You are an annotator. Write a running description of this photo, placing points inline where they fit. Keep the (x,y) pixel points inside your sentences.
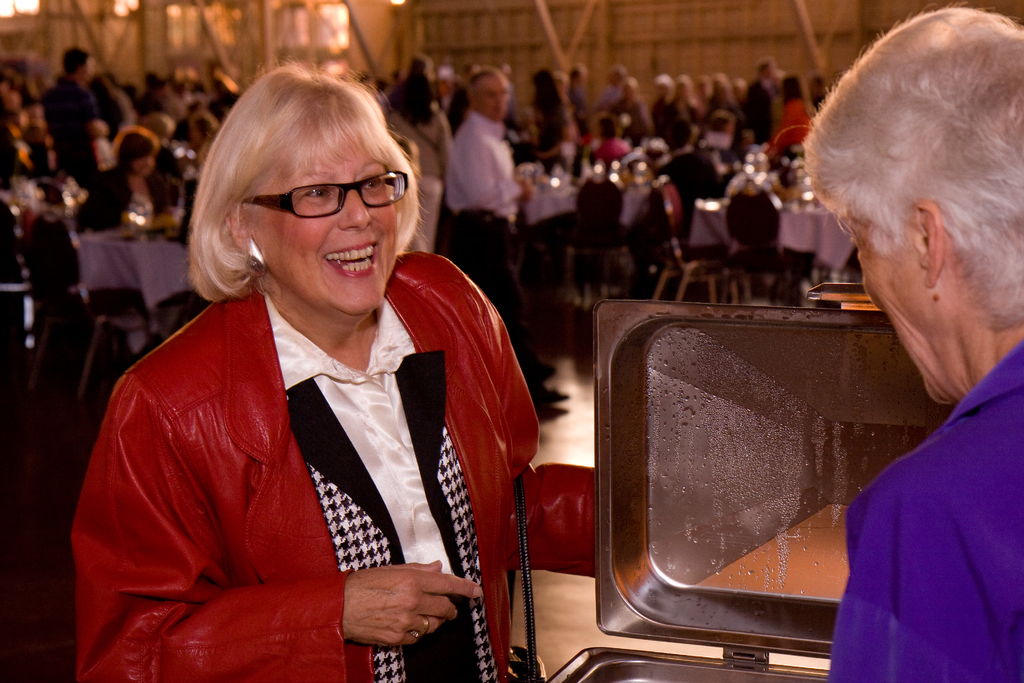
In this image in the front (468,379) there are persons (471,427). In the center (366,450) there is a woman (346,460) standing and smiling. In the background (455,154) there is a person (702,191) sitting and standing and walking and there are chairs (757,227) and tables (715,229) and there are poles (818,49). In the front (794,492) there is an object (709,556) which is silver in colour.
